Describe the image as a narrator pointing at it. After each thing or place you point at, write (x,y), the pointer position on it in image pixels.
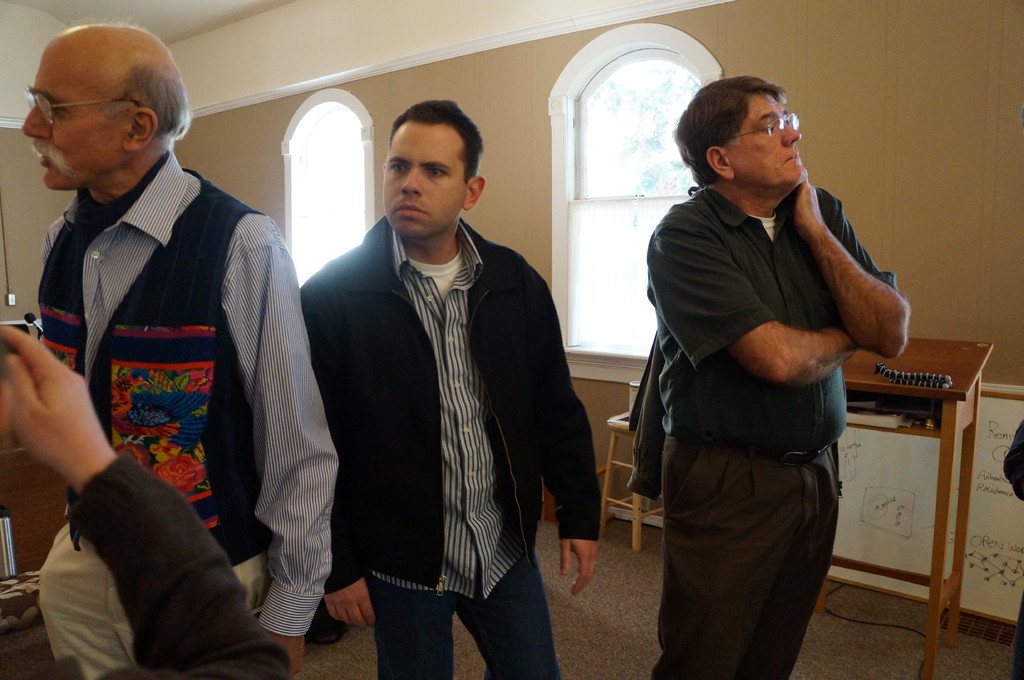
In this image we can see few persons (478,296) are standing on the floor (629,675). In the background (540,204) we can see windows (563,220), wall (523,196), objects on the stool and table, texts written on a board (850,445) and on the left side (38,402) we can see a person's hand (64,426) and other objects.
